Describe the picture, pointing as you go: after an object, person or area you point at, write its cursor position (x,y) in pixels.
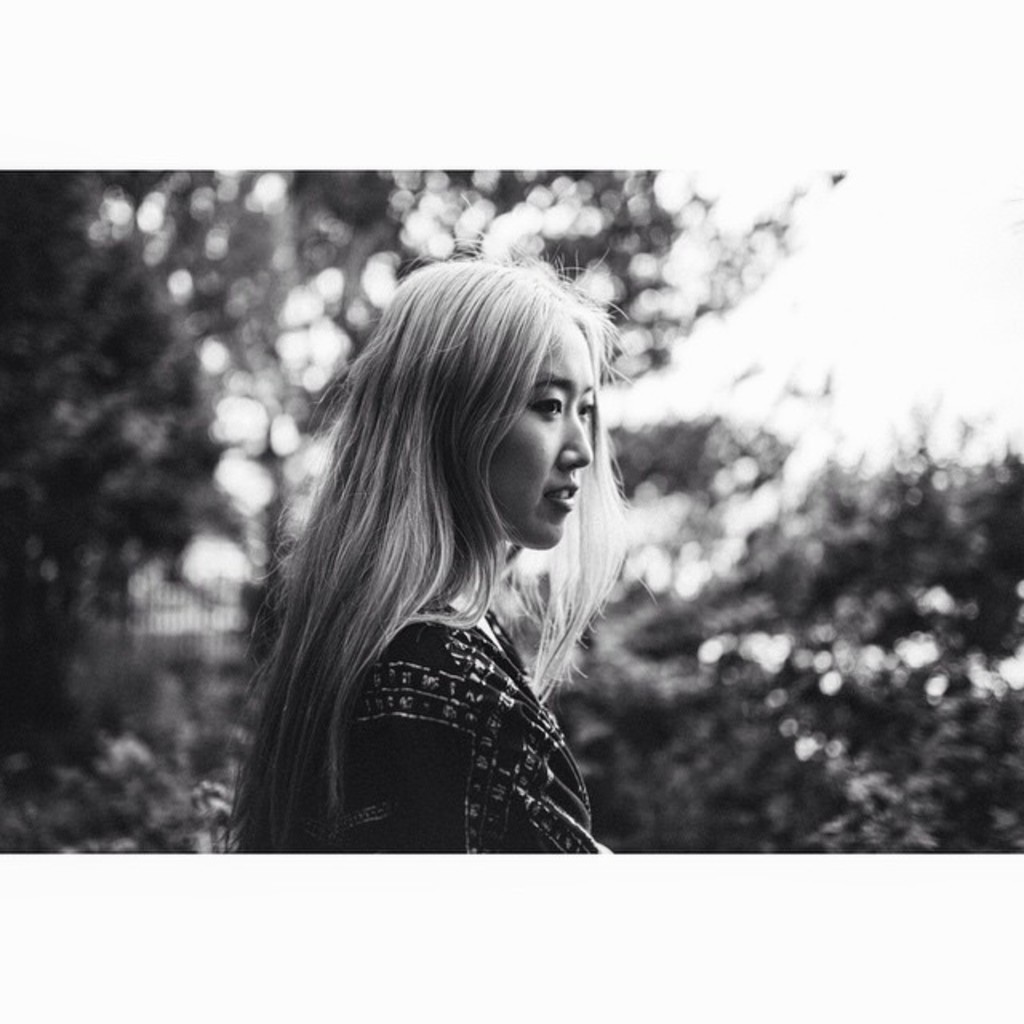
A beautiful woman (553,677) is there, she wore dress (559,749). It is in black and white.
